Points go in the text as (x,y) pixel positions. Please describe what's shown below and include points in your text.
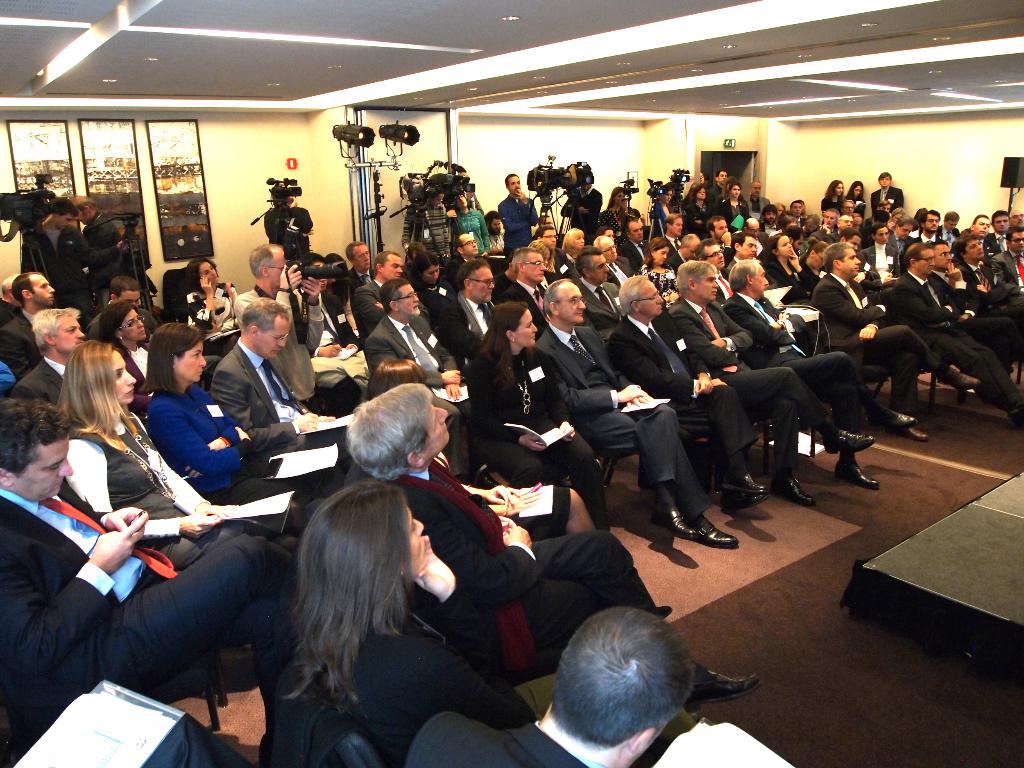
In this image we can see many people (463,424) wearing suits (546,340) and sitting on the chairs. We can also see the people (514,403) holding the papers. In the background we can see the frames (197,231) attached to the wall (220,140). We can also see the cameras (446,165) with the stands (541,212). At the top (318,6) there is ceiling (413,56) with the ceiling lights (662,41). We can also see the floor (884,701) at the bottom (684,544). Sound box (1014,173) is also visible.
